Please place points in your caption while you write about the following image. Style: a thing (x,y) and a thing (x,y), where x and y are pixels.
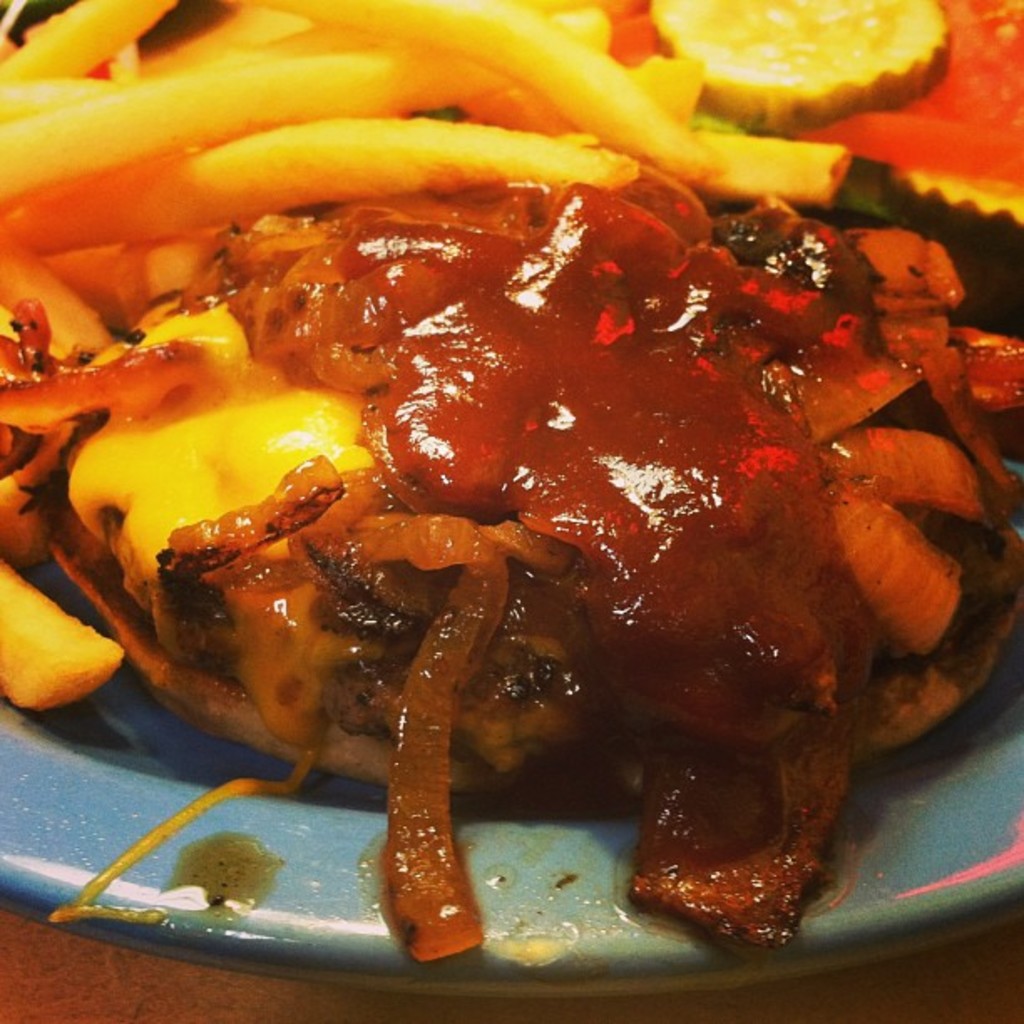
In this picture we can see food (447,639) in the plate (333,873).
